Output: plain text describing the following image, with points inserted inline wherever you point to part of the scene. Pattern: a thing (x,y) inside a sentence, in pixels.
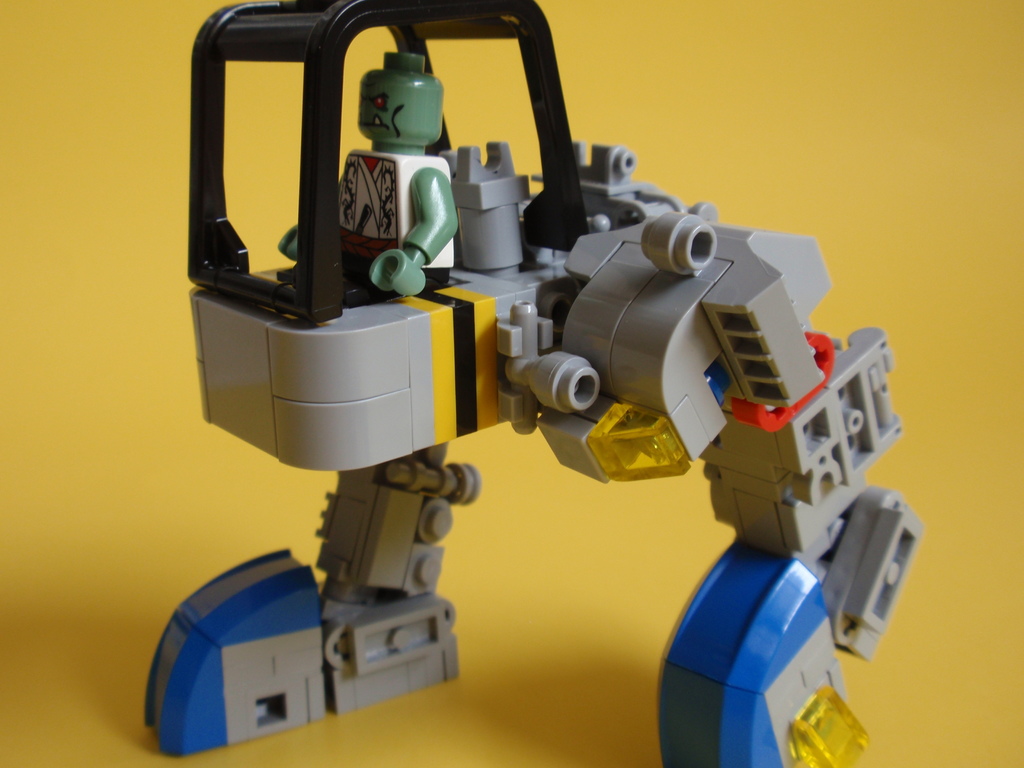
In the center of the image (621,263), we can see a toy (638,274) and the background (760,187) is in yellow color.
